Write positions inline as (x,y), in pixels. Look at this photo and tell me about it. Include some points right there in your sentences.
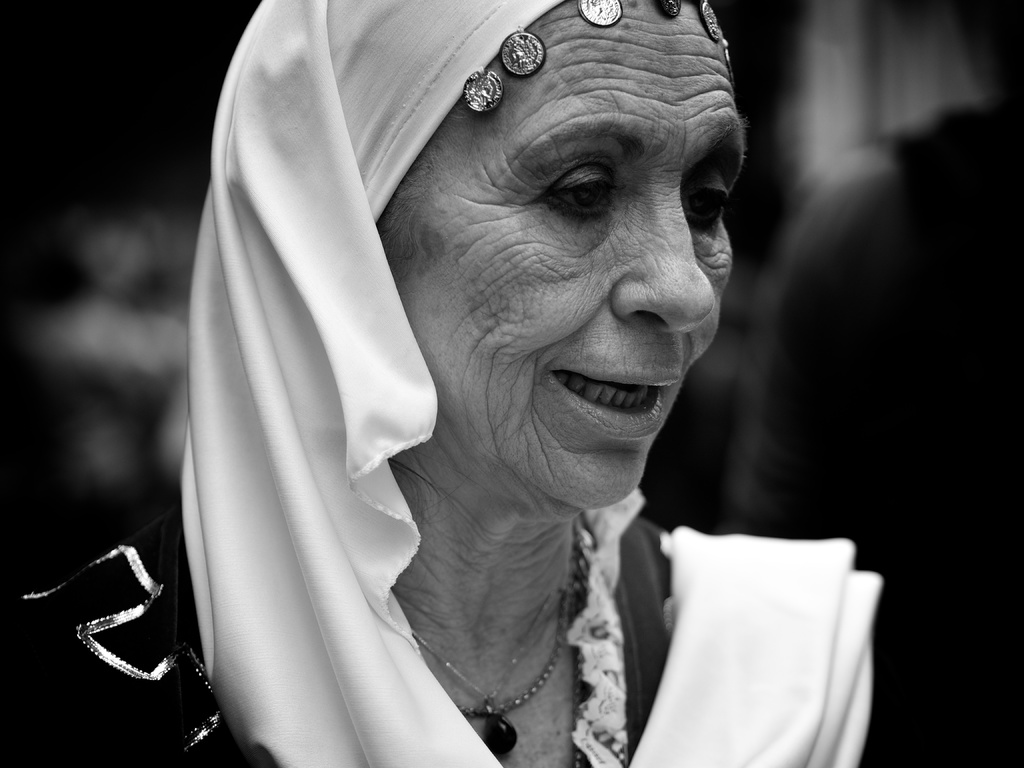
In this image we can see a lady (448,254), the background (82,267) is blurred, and the picture is taken in black and white mode.
